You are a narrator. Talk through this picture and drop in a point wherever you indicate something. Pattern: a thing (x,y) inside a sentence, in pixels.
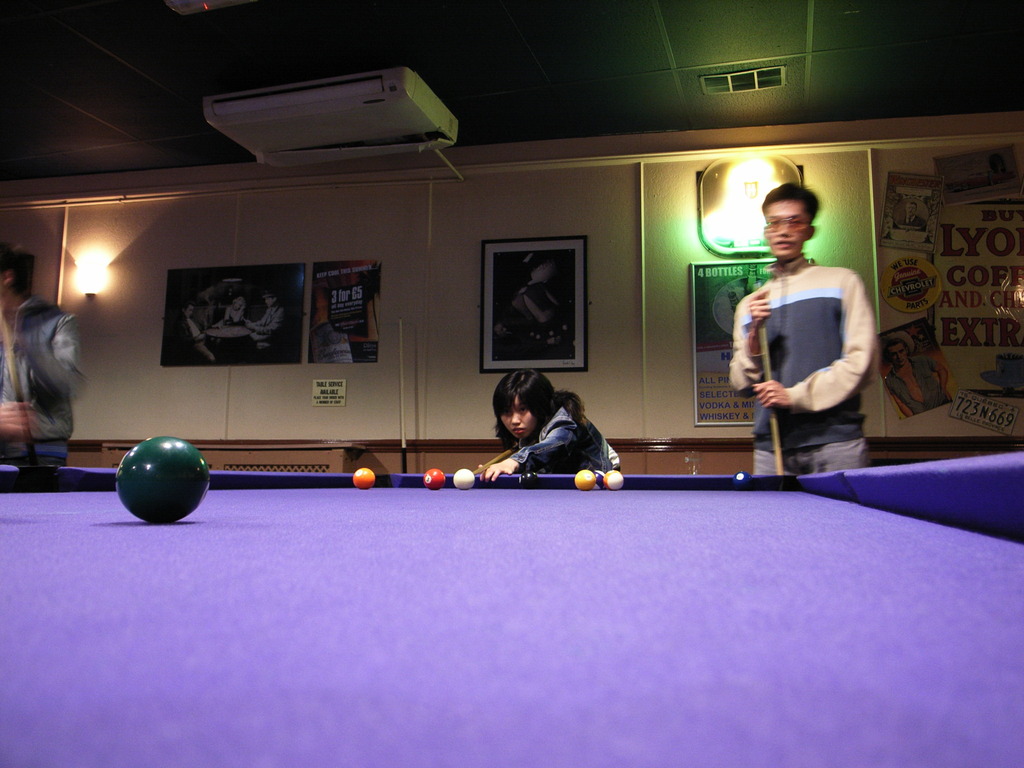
In the center (516,417) we can see two persons (568,421) were standing and holding stick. In the bottom (383,706) we can see table (494,672) on table (488,575) we can see balls (468,473). Coming to the background (390,237) we can see wall (481,229) and photo frames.
